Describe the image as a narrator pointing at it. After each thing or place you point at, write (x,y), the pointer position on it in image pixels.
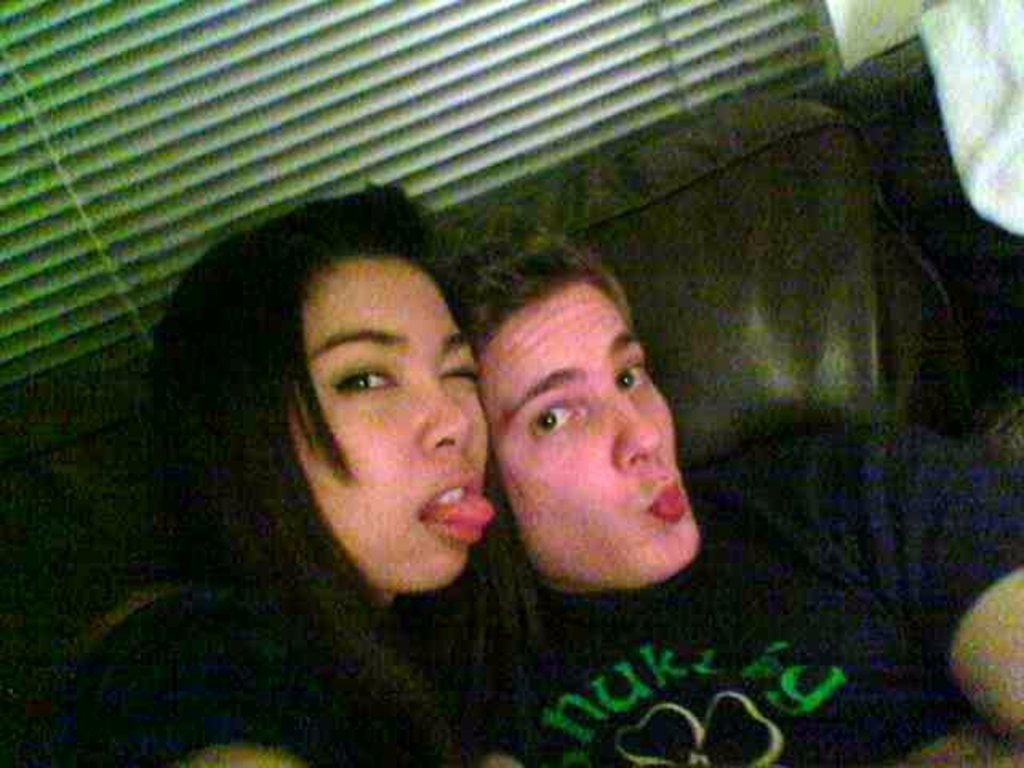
In the foreground of this image (416,662), there is a woman (413,650) and a man (730,586) posing to the camera and they are on the couch (728,343). In the background (334,113), there is a window blind (237,168).
